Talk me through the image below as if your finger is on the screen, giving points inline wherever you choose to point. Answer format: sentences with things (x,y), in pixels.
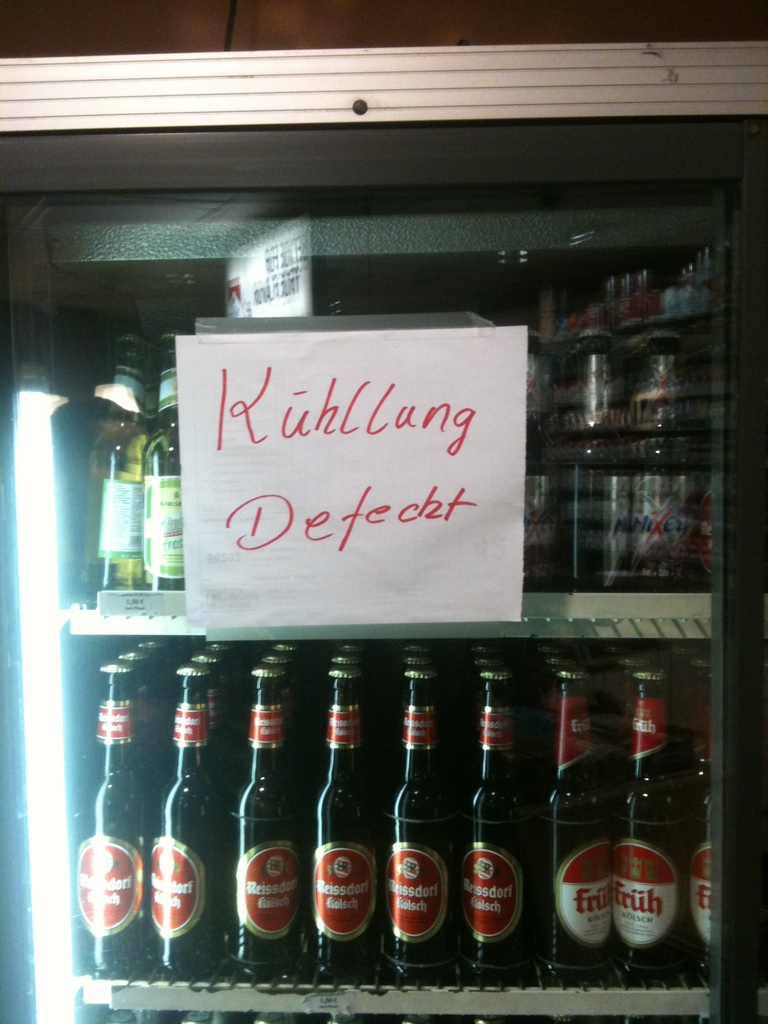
In this image there is a refrigerator (556,144). Inside the refrigerator (591,571) there are many bottles (422,809) placed. On the glass (112,570) of the refrigerator (127,605) this is a paper (350,588) sticked with text (264,401) "Khullung Defetchh" on it.
